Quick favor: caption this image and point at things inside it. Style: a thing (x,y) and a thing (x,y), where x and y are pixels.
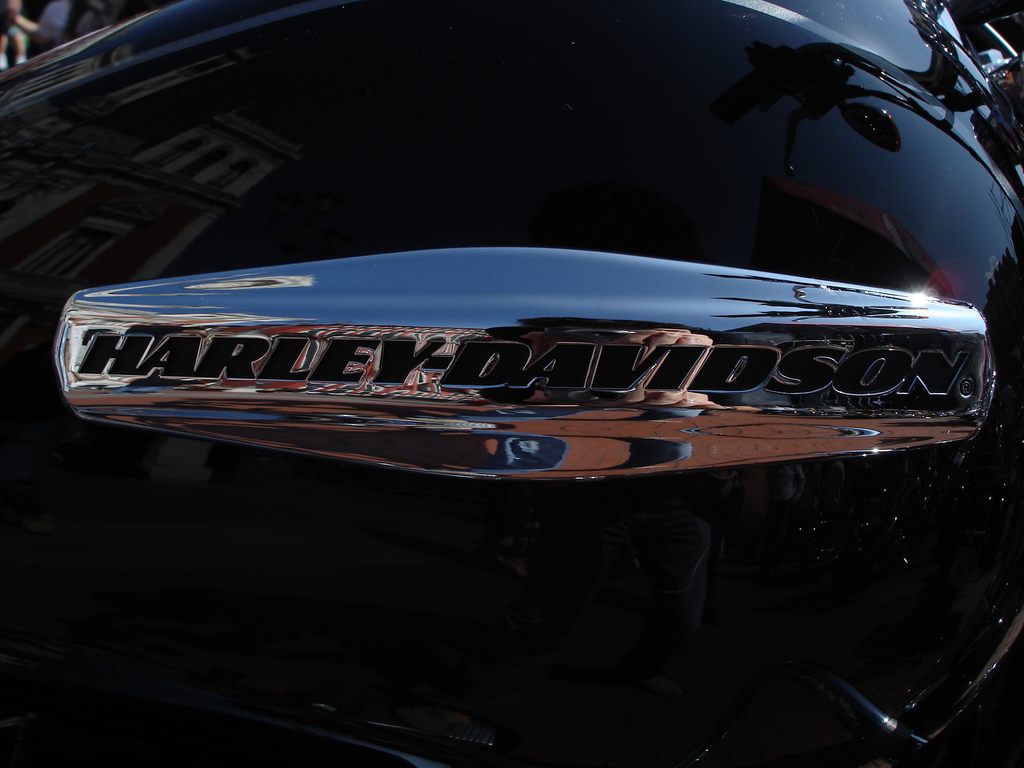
In this image I can see a brand logo (470,387) on a black vehicle (446,645).
